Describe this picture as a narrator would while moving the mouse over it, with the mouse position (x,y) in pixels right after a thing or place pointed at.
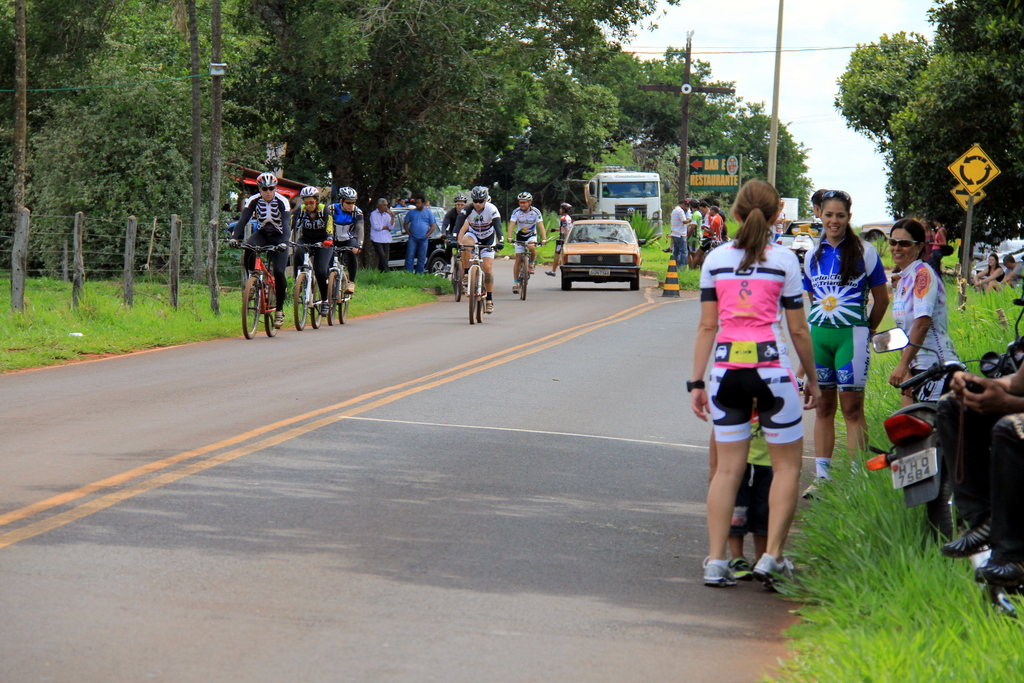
This picture is clicked outside the city. On the right side (890,423), we see the grass (962,344), a bike (897,429) and the people (929,341) are standing. Behind them, we see a board (976,172) in yellow color. We see the trees (930,184), cars (979,266) and the people (933,245). At the bottom (448,554), we see the road (500,312). In the middle (472,260), we see the people (475,272) are riding their bicycles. Behind them, we see the vehicles (577,257) and the people (410,268) are standing. Beside them, we see the traffic stopper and a pole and a board (690,168) in green color with some text (728,179) written on it. On the left side (94,285), we see the grass (43,317) and the wooden fence (80,283). There are trees (513,143) in the background (662,137). At the top (746,98), we see the sky (746,98).
